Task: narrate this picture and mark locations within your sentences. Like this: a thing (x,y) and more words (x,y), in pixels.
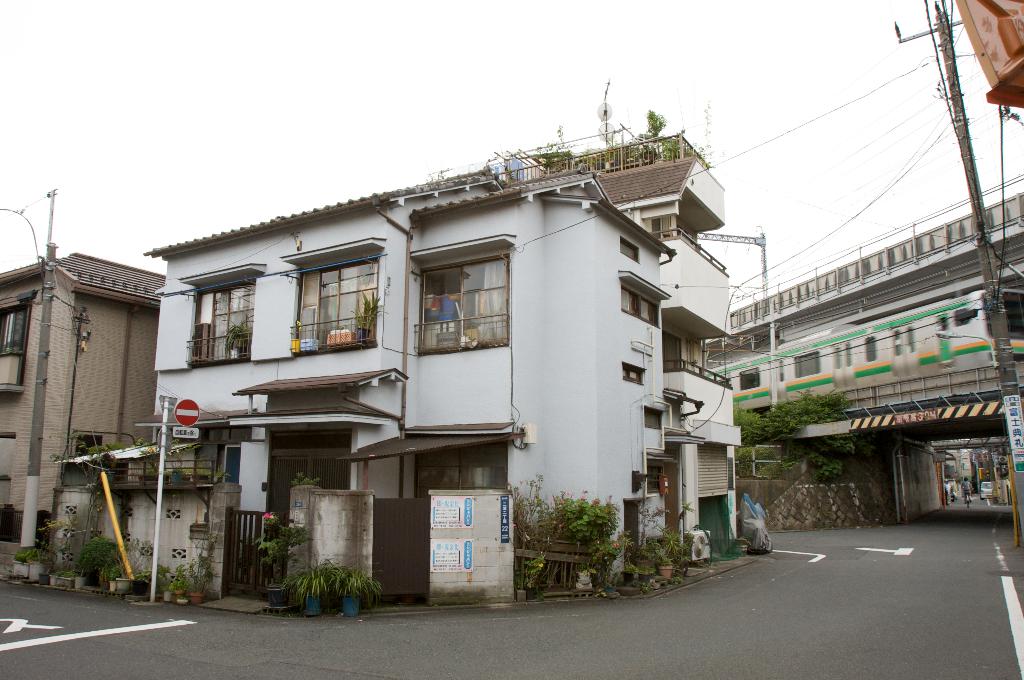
In the image there is a road (779,625) in the front (779,625) with buildings (565,416) behind it with plants (567,523) in front of it and above its sky (468,83).
